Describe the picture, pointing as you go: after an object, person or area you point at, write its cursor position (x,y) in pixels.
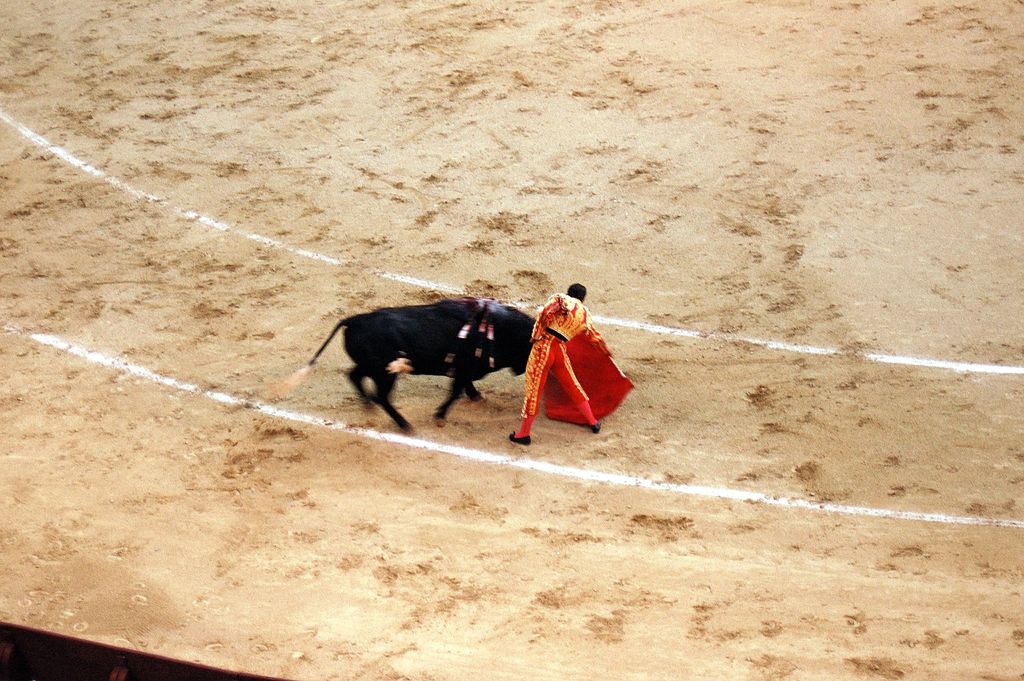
In the picture we can see a mud surface (528,659), on it we can see a man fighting with bull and he is holding a red color cloth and the bull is black in color and on the surface (177,244) we can see two white color lines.
